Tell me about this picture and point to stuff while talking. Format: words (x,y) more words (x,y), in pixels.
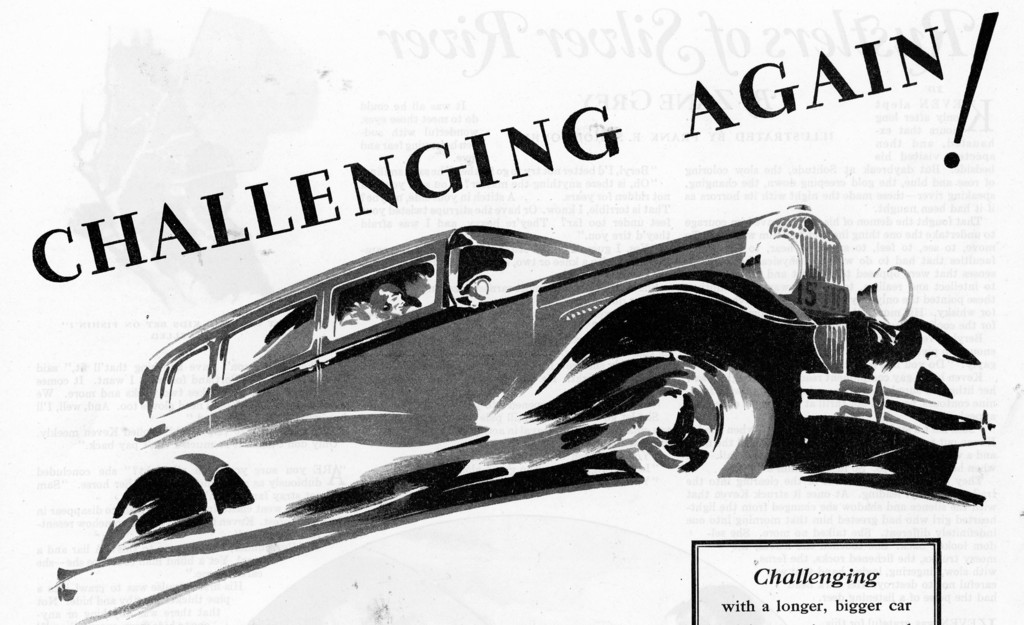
In this picture I can observe an art (339,325) of a car (512,314). I can observe some text (447,169) in the middle of the picture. The background (865,186) is in white color.
